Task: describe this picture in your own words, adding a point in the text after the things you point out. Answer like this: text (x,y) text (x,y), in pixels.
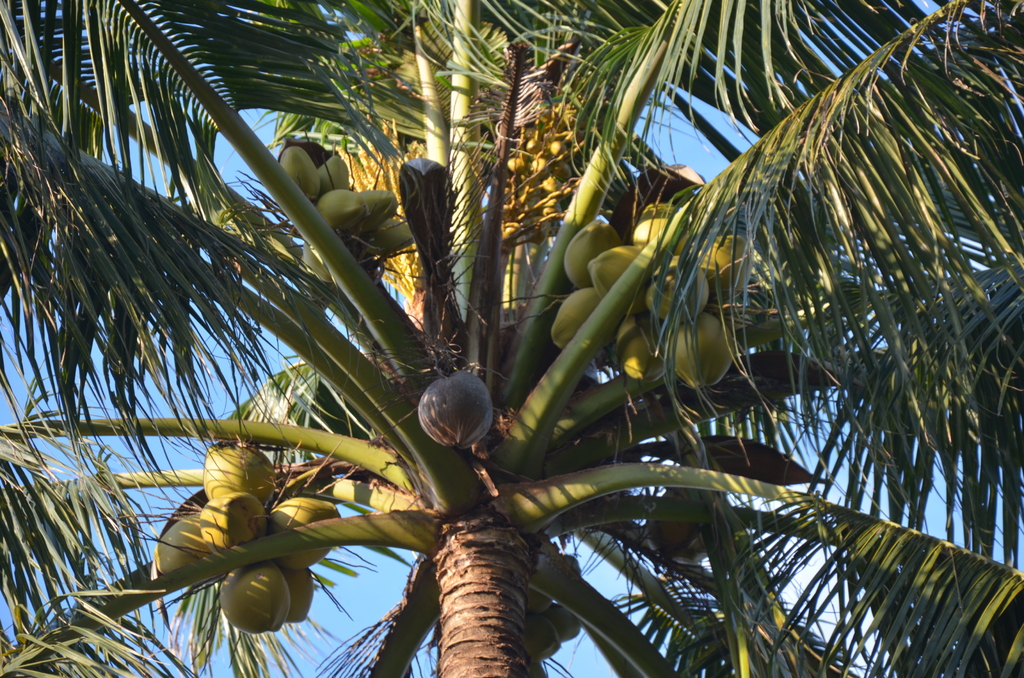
In this image I can see few coconuts (664,282) to the tree (594,403). The sky (286,353) is in blue color.
